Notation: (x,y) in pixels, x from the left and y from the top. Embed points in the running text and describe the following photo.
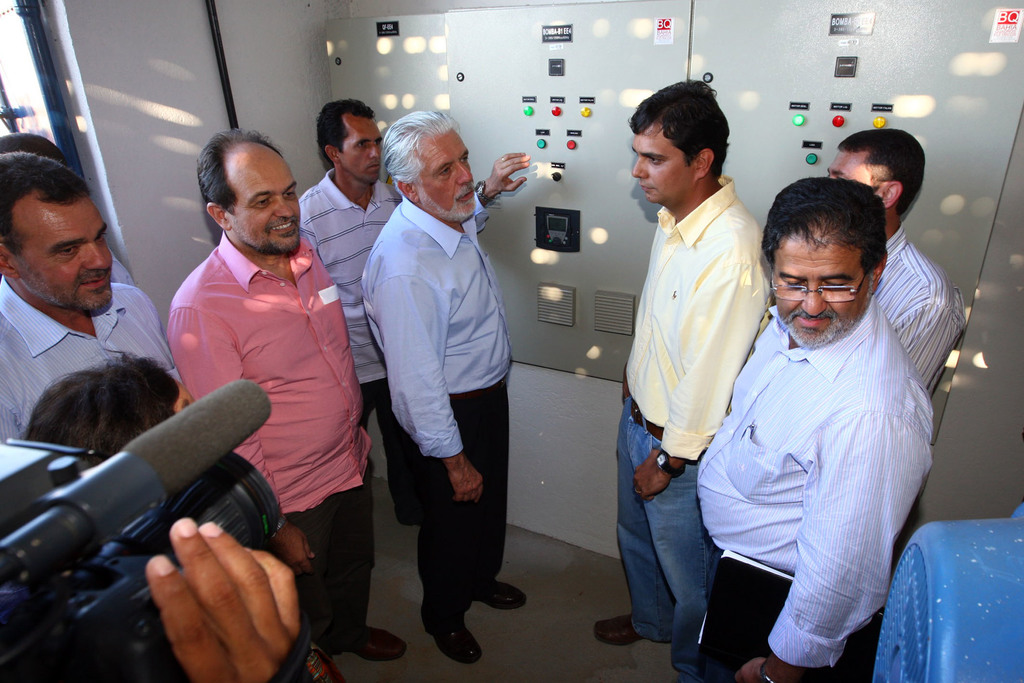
There is a group of persons (730,447) standing as we can see in the middle of this image (681,436), and there is a camera (98,463) in the bottom left corner of this image (108,538). There is a power board (550,136) in the background (524,258), and there is a wall (215,108) on the left side of this image (178,106).
